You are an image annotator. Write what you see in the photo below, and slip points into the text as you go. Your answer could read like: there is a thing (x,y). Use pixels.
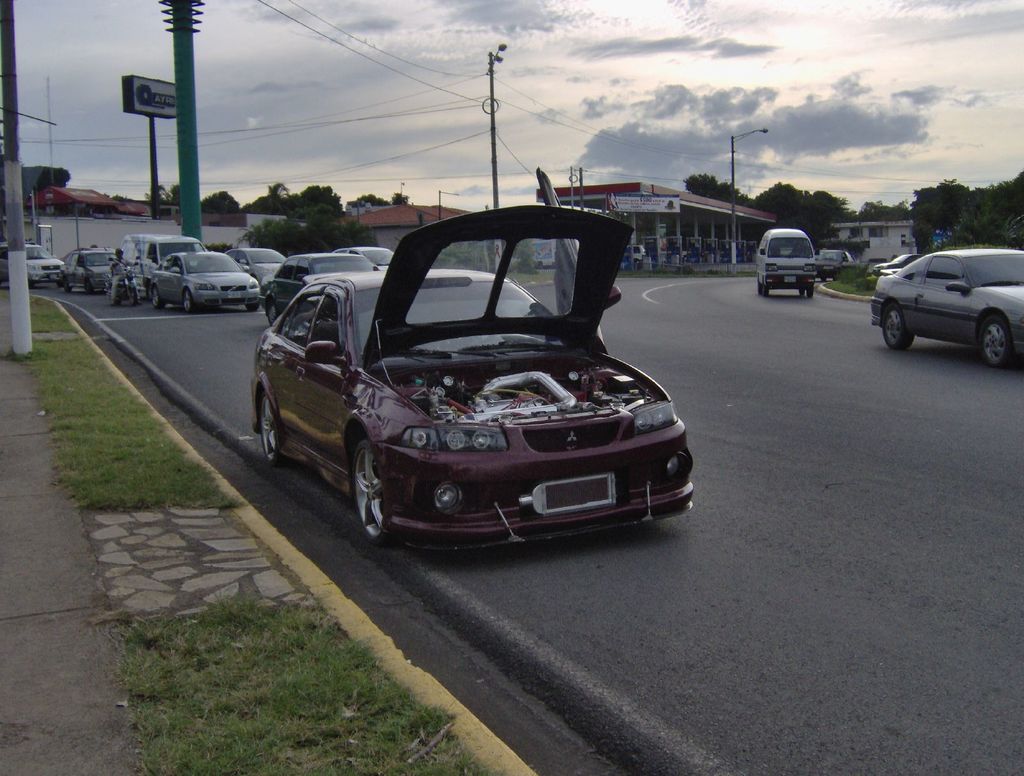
This is the picture of a road (938,531). In this image there are vehicles (928,276) on the road (753,620). At the back (886,244) there are buildings (646,250) and trees (1021,245) and poles (26,318). On the left side of the image (325,762) there is grass (269,632) on the footpath (35,583). At the top (429,117) there is sky (358,98) and there are clouds (464,96) and there is a board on the pole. At the bottom (878,634) there is a road (883,572).
